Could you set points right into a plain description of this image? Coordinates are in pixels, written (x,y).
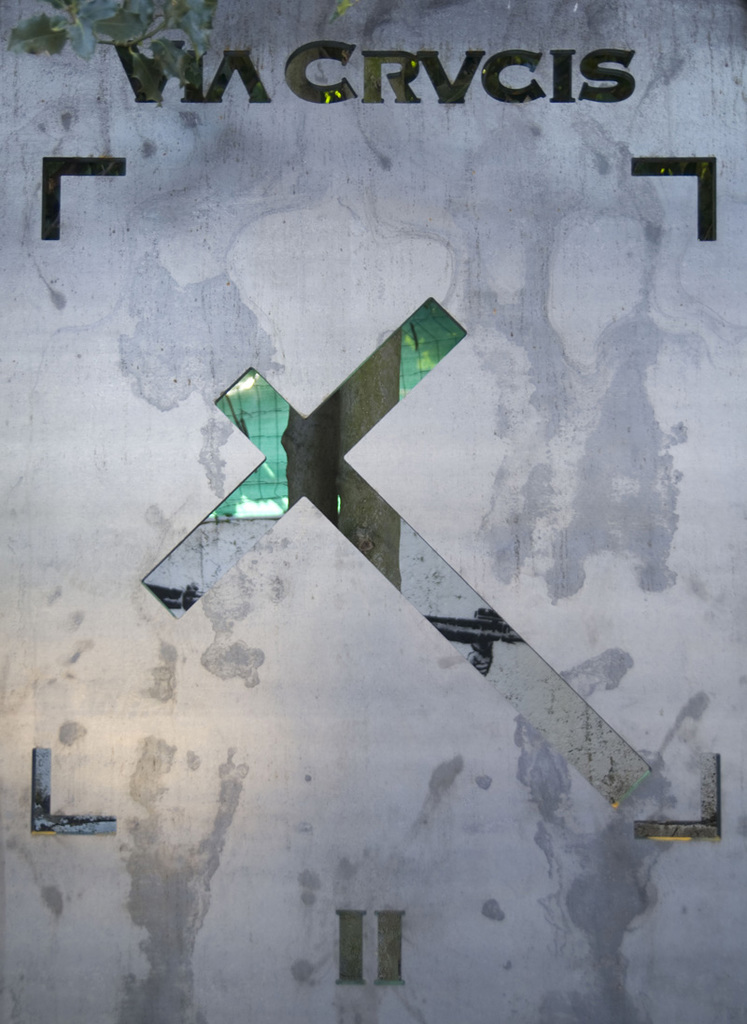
It is an unedited image. I can see the holy cross symbol (369,372) and letters (535,88). I can see the tree trunk (306,485), wall (232,538) and fence (263,434) through the holy cross symbol (295,459).
